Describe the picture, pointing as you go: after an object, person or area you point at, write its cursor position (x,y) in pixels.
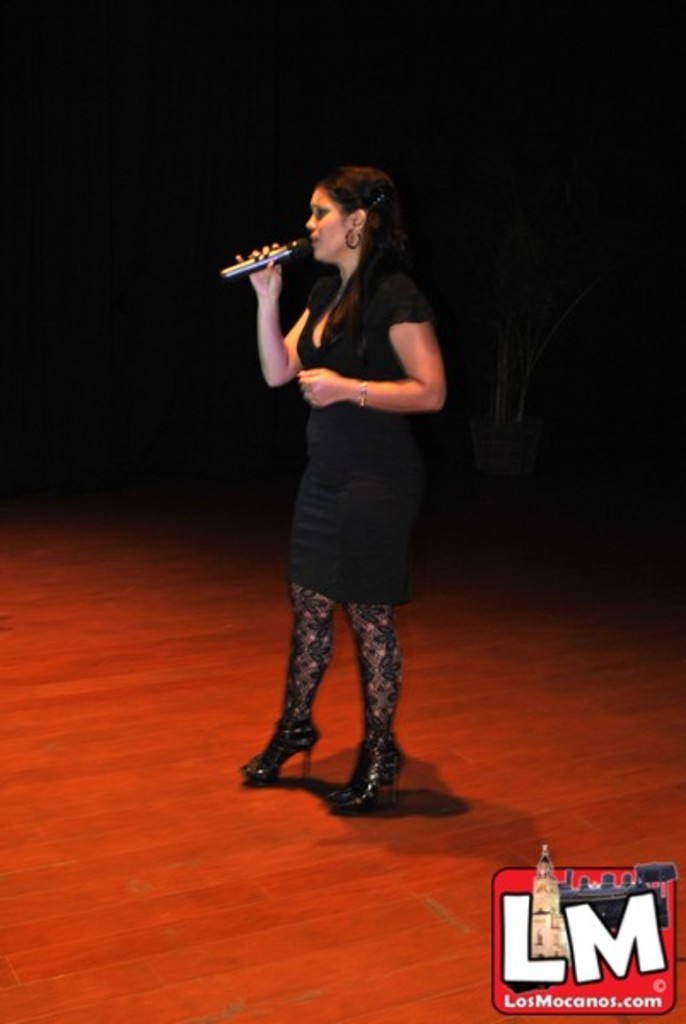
In this picture I can observe a woman (392,464) standing on the floor (192,741), holding a mic (292,255) in her hand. In the bottom right side (556,923) I can observe watermark (560,911). The background (308,80) is completely dark.
